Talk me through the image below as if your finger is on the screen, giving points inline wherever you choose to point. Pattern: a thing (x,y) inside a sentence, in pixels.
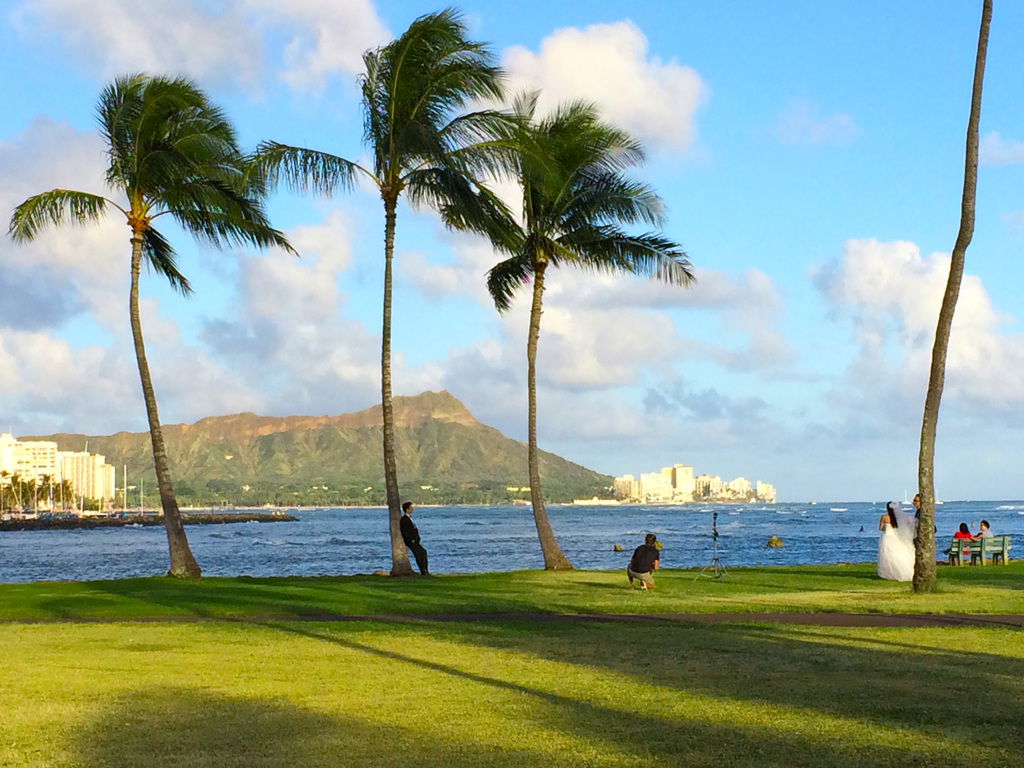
In this picture there are three persons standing and there are two persons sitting on the bench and there is a person (637,576) on knee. At the back (411,474) there is a mountain (361,422) and there are buildings (68,501), trees (406,134) and poles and there are boats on the water (718,511). At the top (809,96) there is sky (723,99) and there are clouds (700,84). At the bottom (403,753) there is grass (185,711) and water (245,557).
